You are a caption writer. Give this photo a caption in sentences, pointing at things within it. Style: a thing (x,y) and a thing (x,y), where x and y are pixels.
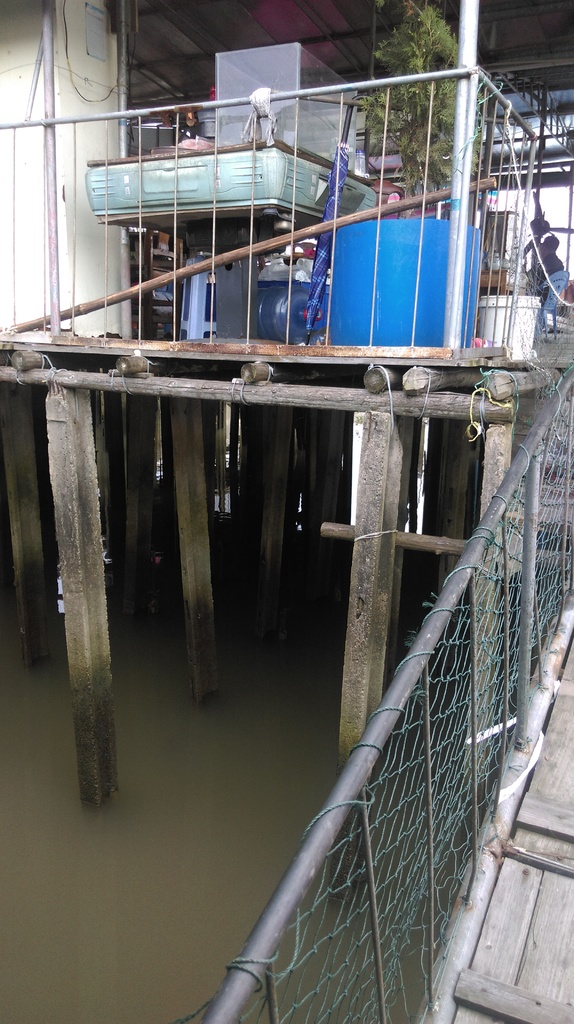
On the right side of the image (440,786) we can see fencing (464,767). At the bottom of the image (181,759) we can see water (217,728) and pillars (77,638). At the top of the image (114,321) we can see house (348,58), tree (404,31), stool (187,281), tins (386,306), buckets (532,306), persons (539,246) and sky (560,187).
